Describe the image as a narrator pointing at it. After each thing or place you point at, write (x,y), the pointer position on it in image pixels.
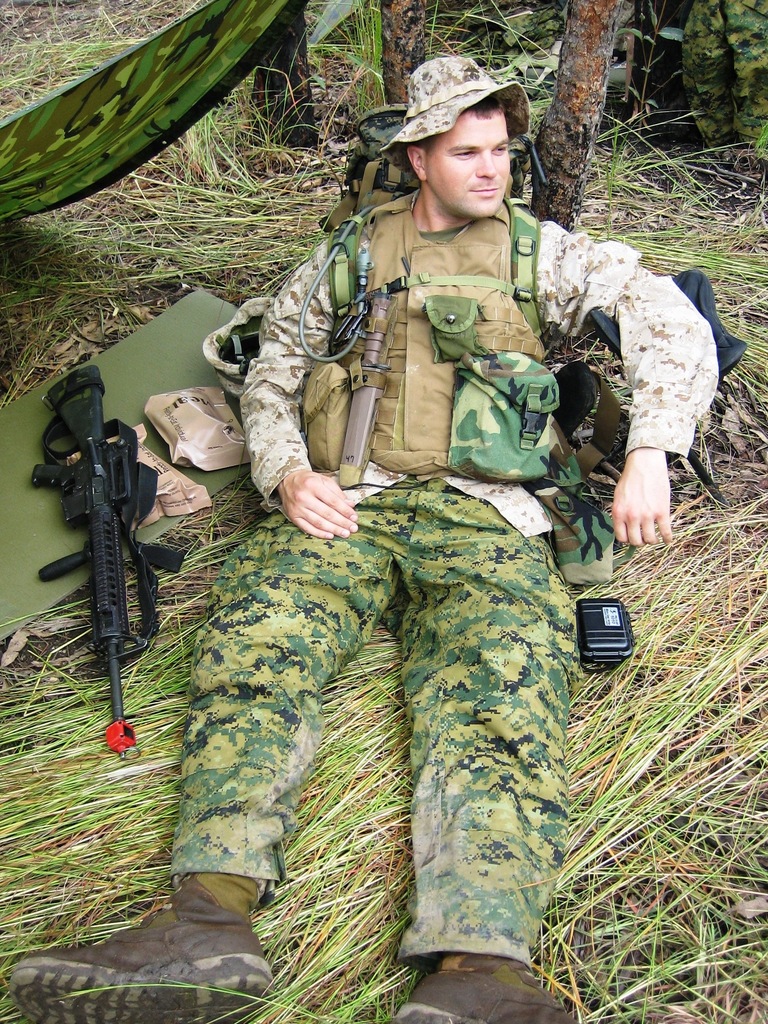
In this image there is a person (346,507) sitting on the land (618,775) having grass (642,738). He is wearing a cap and a jacket (463,357). Left side (99,520) there is a gun (104,509) and packets (195,397) on an object (39,493) which is on the grassland (36,224). Right side (604,632) there is an object (610,616). Right top there are people (764,111) on the land (722,160). Top of the image (561,151) there are tree trunks (603,76). Left top there is a cloth (158,90).
